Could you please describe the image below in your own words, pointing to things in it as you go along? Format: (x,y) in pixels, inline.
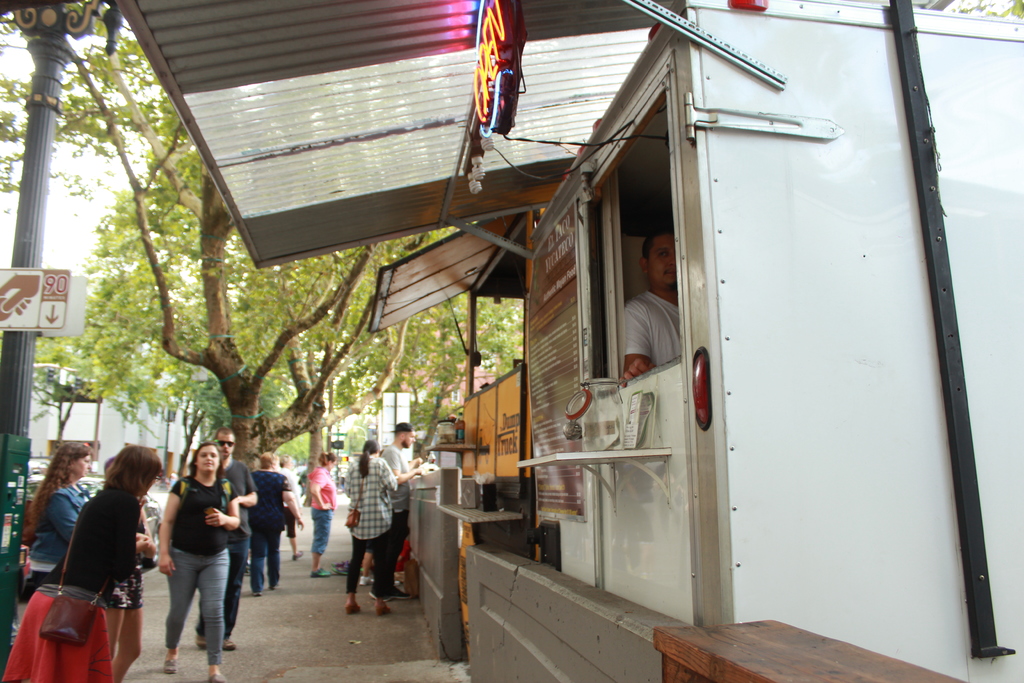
In this image I can see group of people (139,538) some are standing and some are walking. The person (93,529) in front (120,542) wearing black dress (108,537), brown color bag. I can also see trees (274,371) in green color, a board (77,332) attached to the pole (24,222) and sky (81,216) in white color.
